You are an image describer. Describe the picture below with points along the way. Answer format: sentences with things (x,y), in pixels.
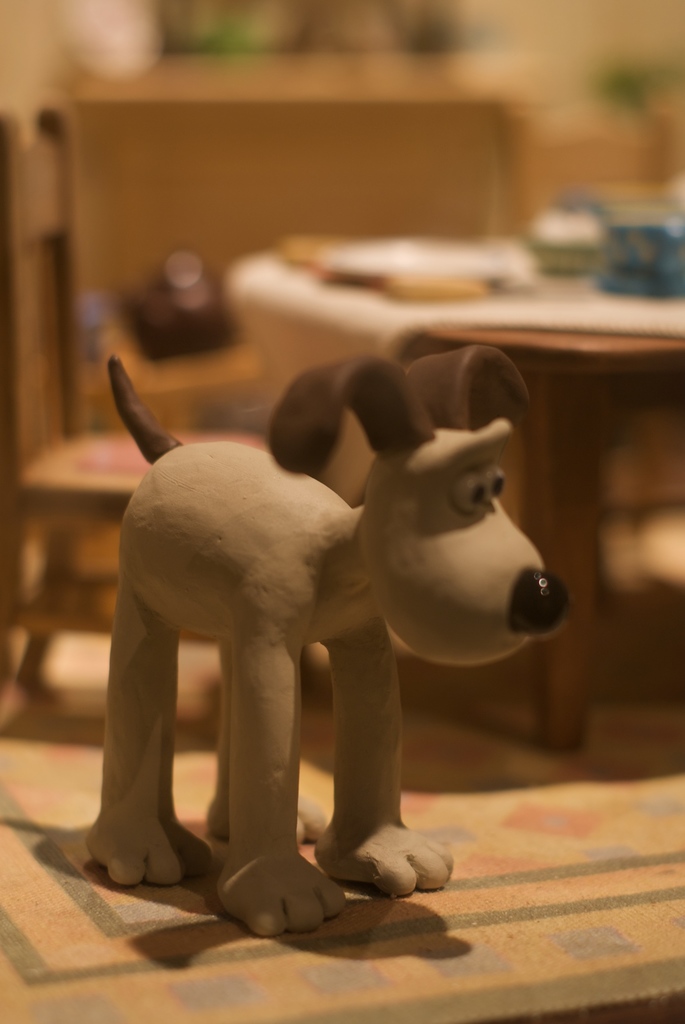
In this image there is a dog (282,742) made up of clay (366,575) which is kept on the floor (196,993). In the background (10,398) there is a table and chair (69,201). And the background (27,39) is blurred.
